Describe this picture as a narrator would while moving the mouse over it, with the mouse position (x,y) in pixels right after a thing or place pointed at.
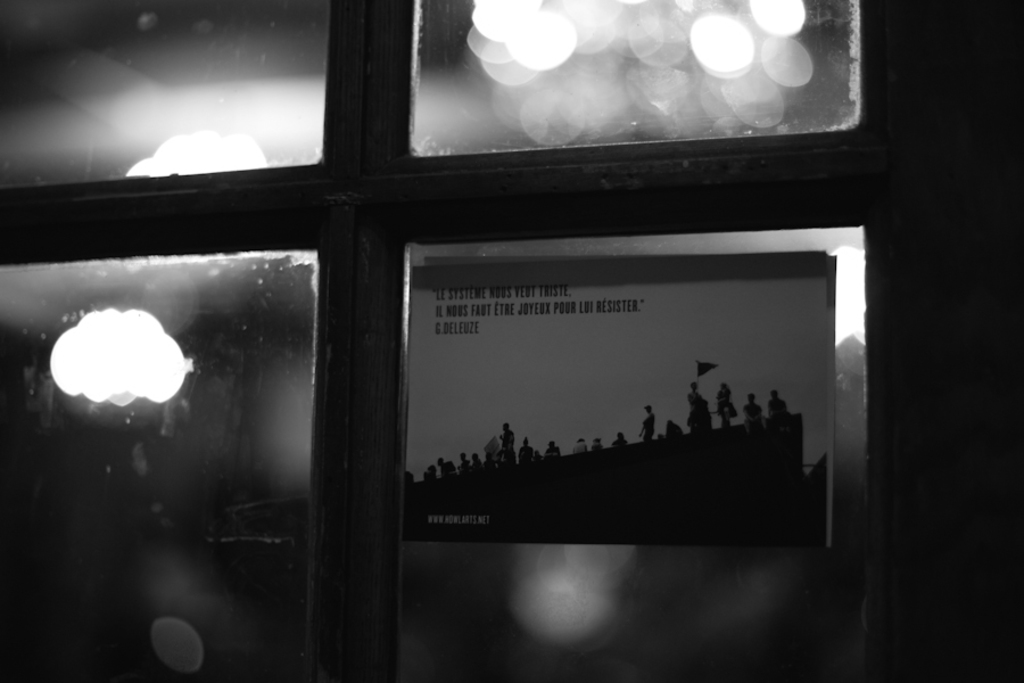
This is a black and white image and here we can see a window (258,200) and through the window (370,190), we can see lights (158,364) and a poster (534,341).
